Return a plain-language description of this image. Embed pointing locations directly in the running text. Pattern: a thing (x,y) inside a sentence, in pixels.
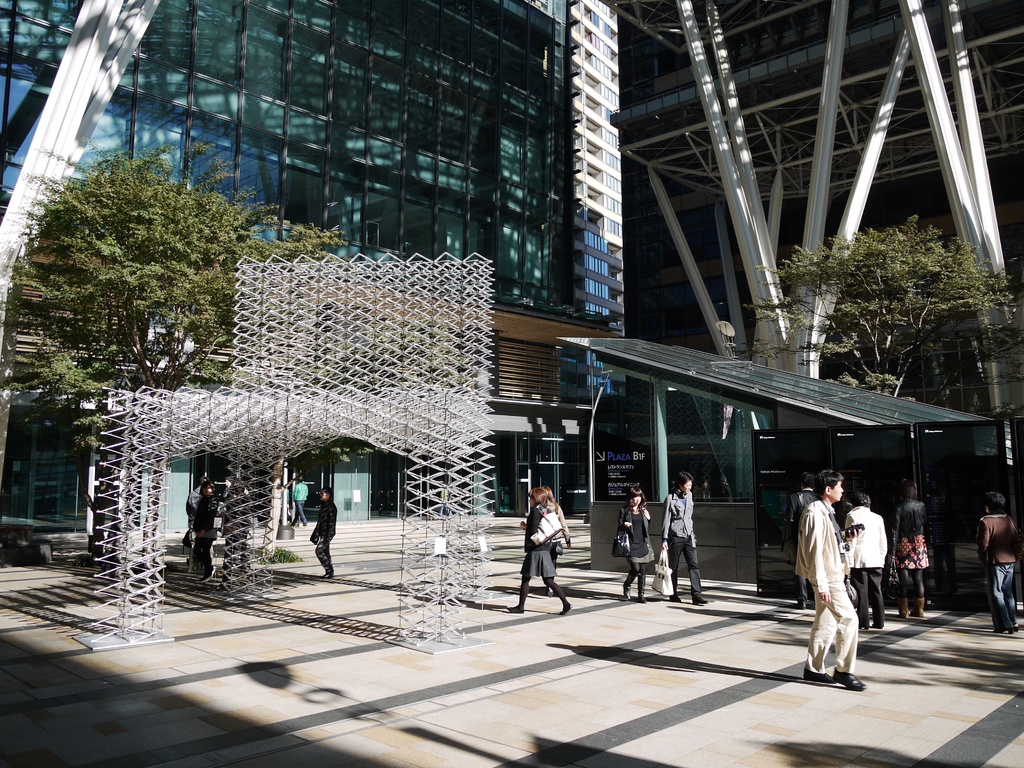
In this picture we can see a building (327,151), beams (688,254), trees (125,319), board (979,437), few objects (483,414) and the people (326,533).
